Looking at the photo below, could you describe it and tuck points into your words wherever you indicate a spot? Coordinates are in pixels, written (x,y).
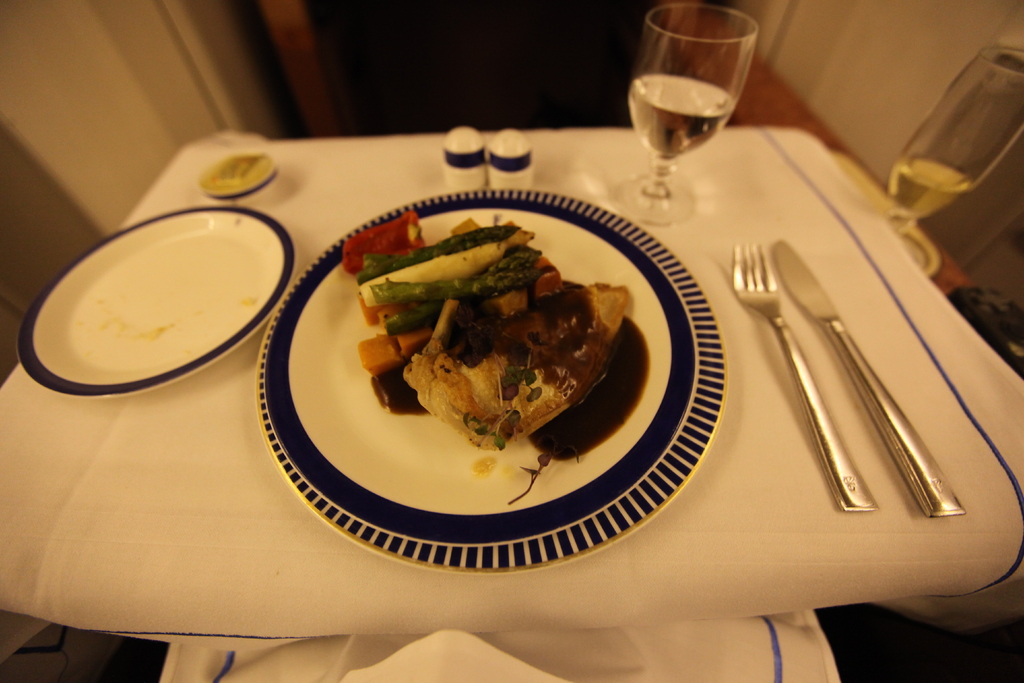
In this image I see a table (1004,387) on which there are plates (548,206) and on this plate (330,378) I see food (574,390) and I see a fork (867,503), and knife (792,265), 2 glasses (652,92) and other things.
